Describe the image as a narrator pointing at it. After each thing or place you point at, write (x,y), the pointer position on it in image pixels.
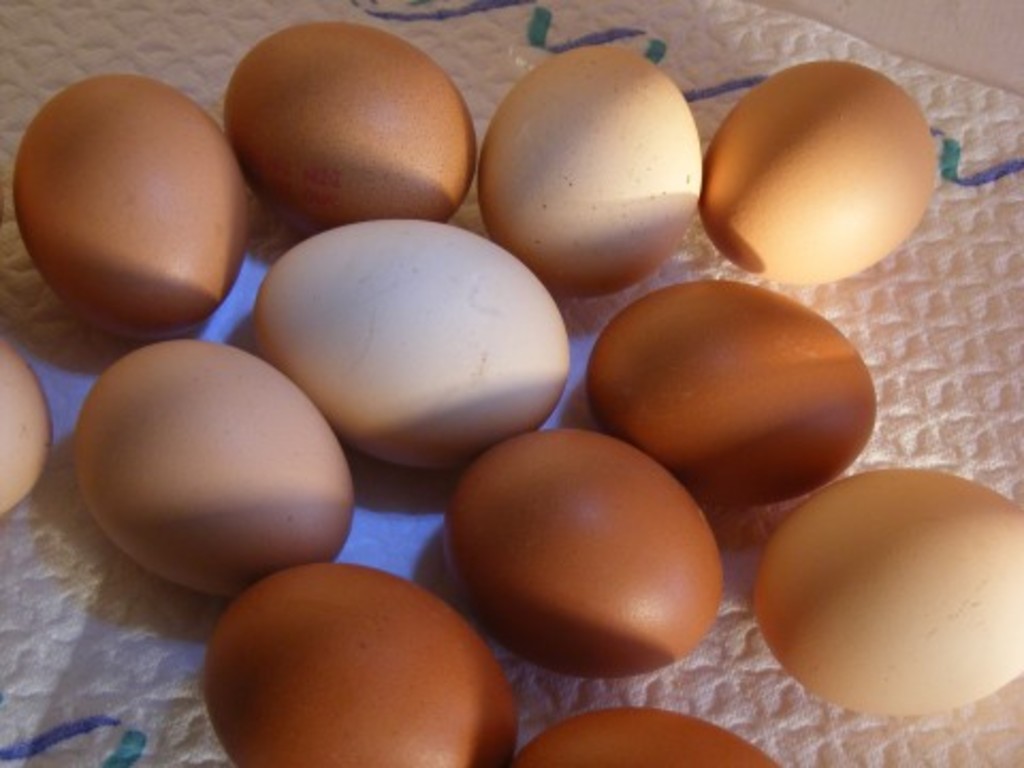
In this image I can see few eggs (466,273) which are brown and cream in color on the white colored surface (886,308).
